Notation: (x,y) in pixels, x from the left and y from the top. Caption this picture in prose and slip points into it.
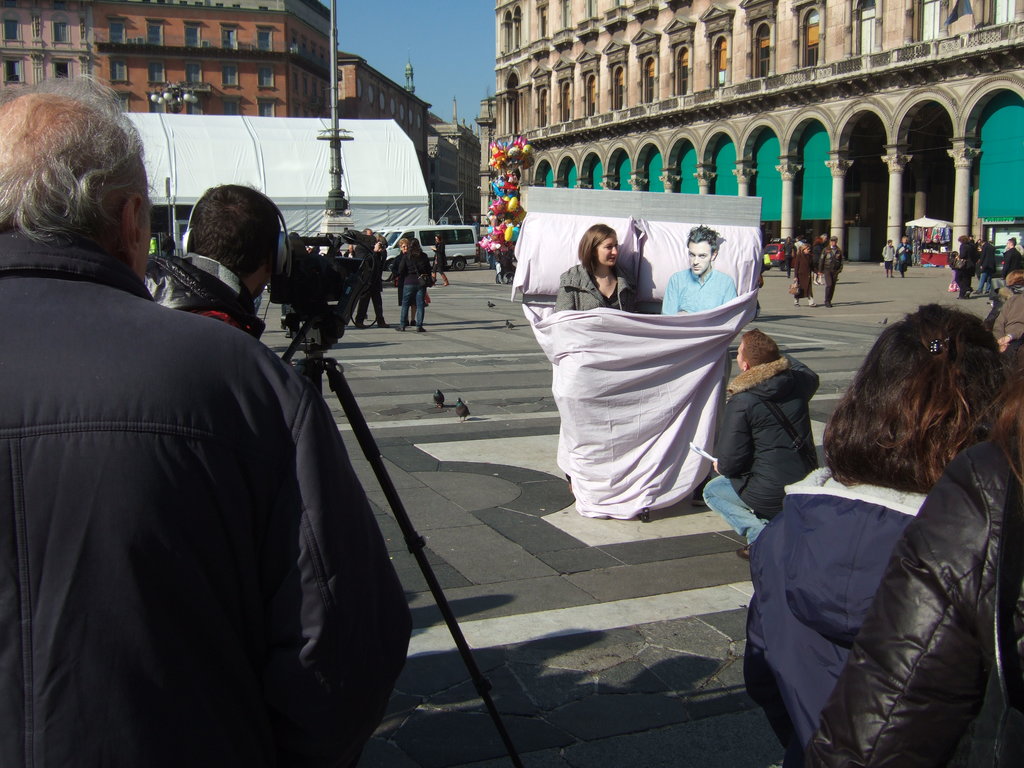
In this image there are group of persons (250,361) standing and walking. In the front (215,412) on the left side (185,403) there is a person (219,293) standing and clicking a photo holding a camera (314,283) which is in front of him. In the center (408,296) there are persons (404,257) standing and there is a pole (340,201) and there is a vehicle (421,248) On the right side (738,138) there is a building (685,135) and there are green colour curtains (809,176). In the background (274,145) there is a white colour tent (301,158) and there are buildings (425,123) and in the center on the road (440,416) there are birds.
